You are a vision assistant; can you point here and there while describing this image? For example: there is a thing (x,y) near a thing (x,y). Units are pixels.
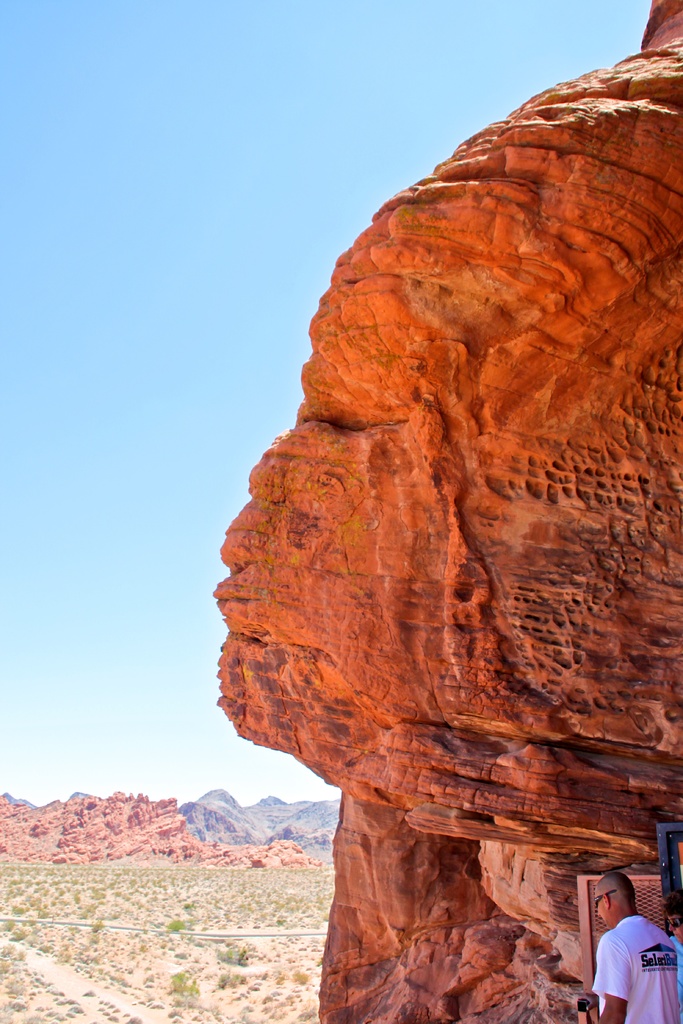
In this picture there is a rock (440,197) on the right side of the image (502,173) and there is a man (663,1013) in the bottom right side of the image (676,1017) and there are rocks (90,844) on the left side of the image (93,841).
